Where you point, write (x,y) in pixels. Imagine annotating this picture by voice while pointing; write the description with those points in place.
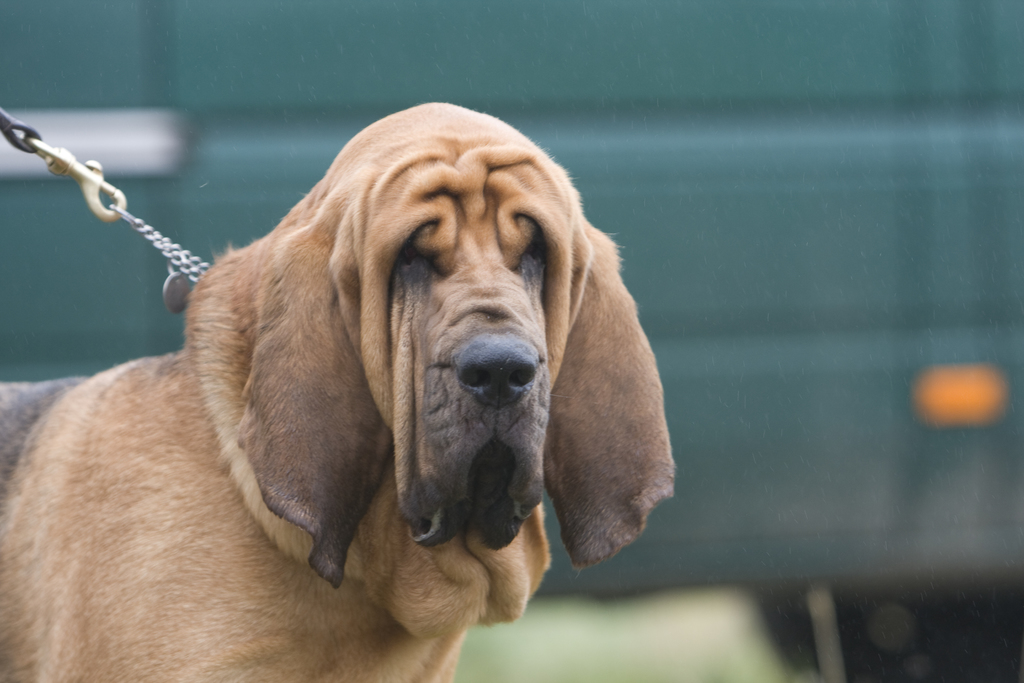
In the picture I can see a dog (403,443) which is attached with a chain (175,275). The background of the image (884,480) is blurred.
